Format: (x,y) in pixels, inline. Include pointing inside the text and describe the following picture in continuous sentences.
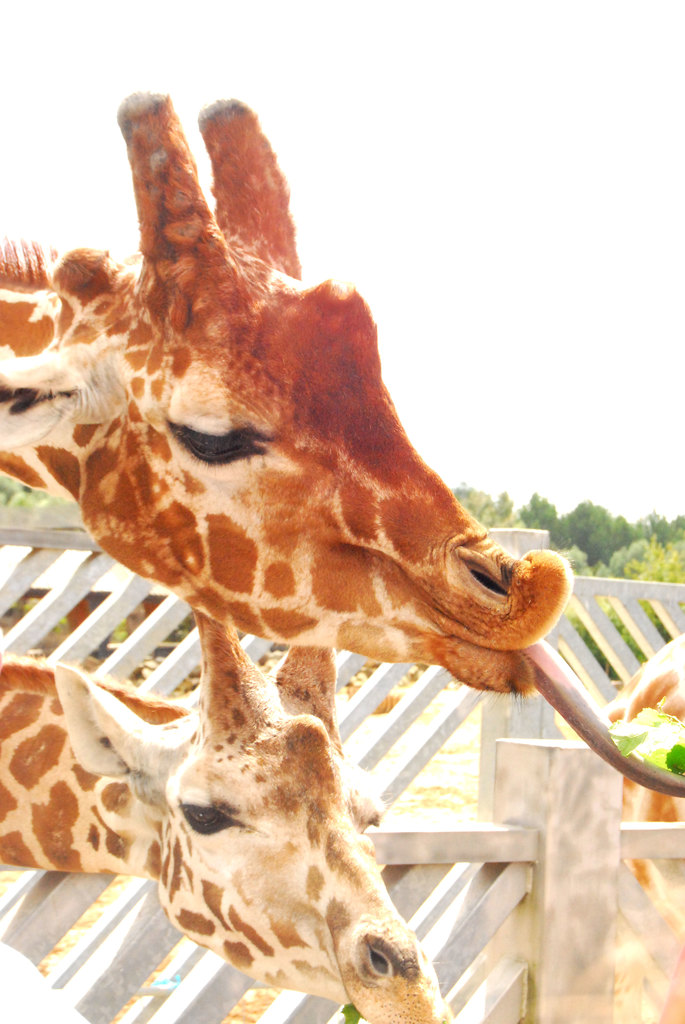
In this image I can see two giraffes head (263,789) visible in front of the fence (372,699) and I can see the sky (447,341) and trees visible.
